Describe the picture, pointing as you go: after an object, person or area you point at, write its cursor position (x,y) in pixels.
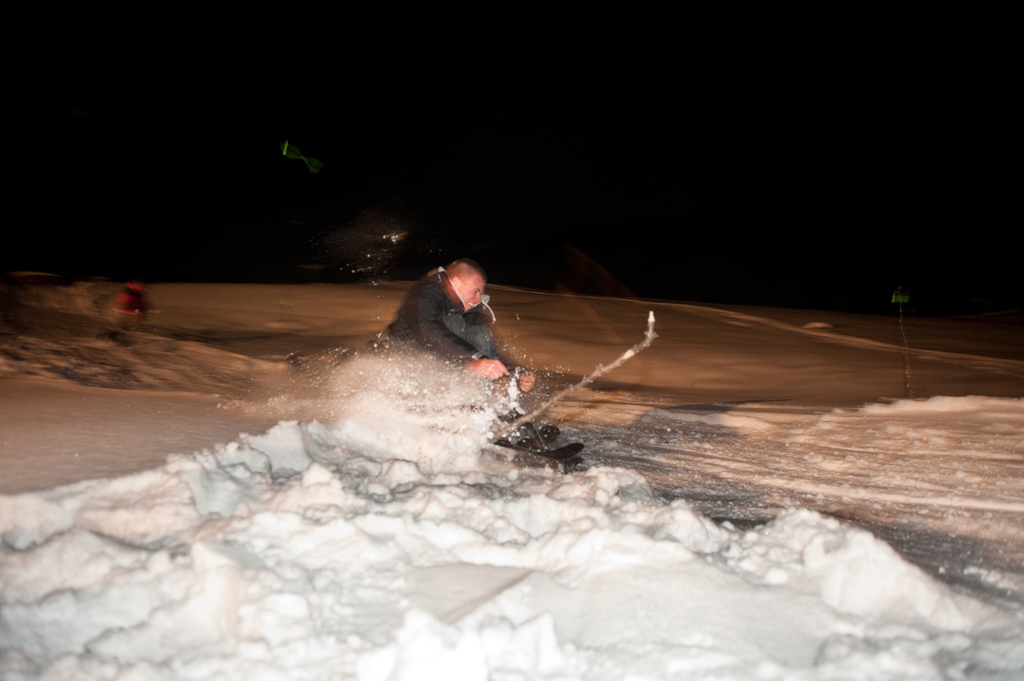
In this image we can see a person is skiing on the snow (527,619). In the background (96,237) the image is dark but we can see a person (138,298) on the snow (207,301).
